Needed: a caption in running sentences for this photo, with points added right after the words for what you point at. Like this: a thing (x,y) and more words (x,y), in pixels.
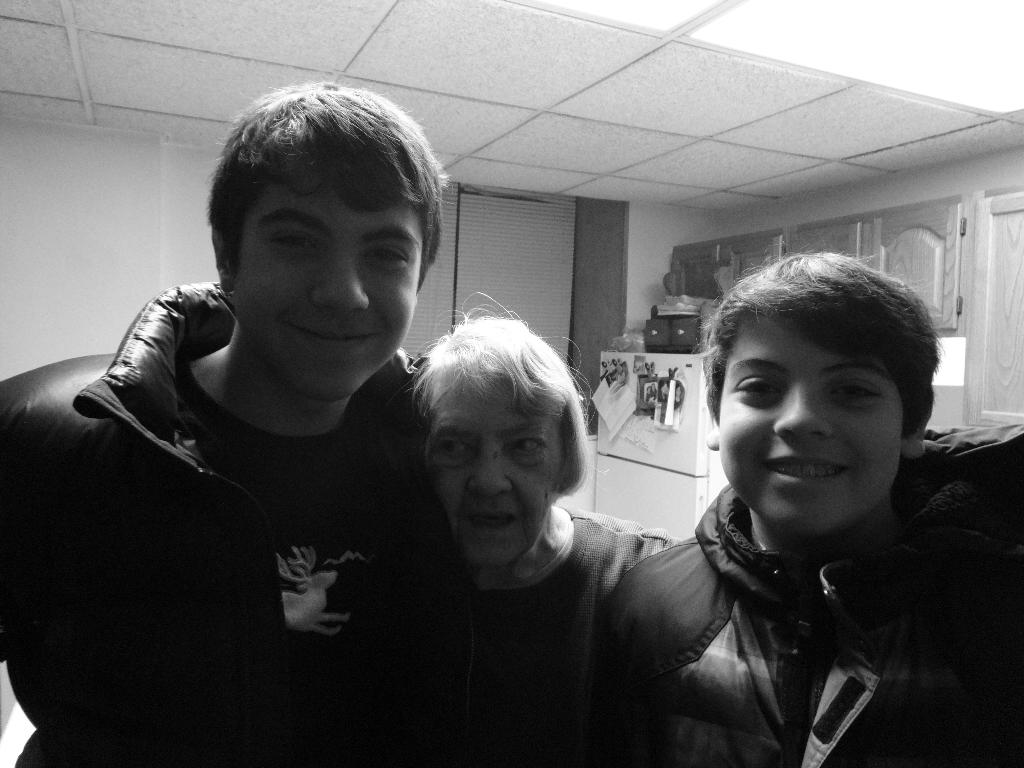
It is a black and white image there are three people (609,521) standing in the front (550,494) and posing for the photo, behind them there is a refrigerator (671,453) and some cupboards (850,230).
